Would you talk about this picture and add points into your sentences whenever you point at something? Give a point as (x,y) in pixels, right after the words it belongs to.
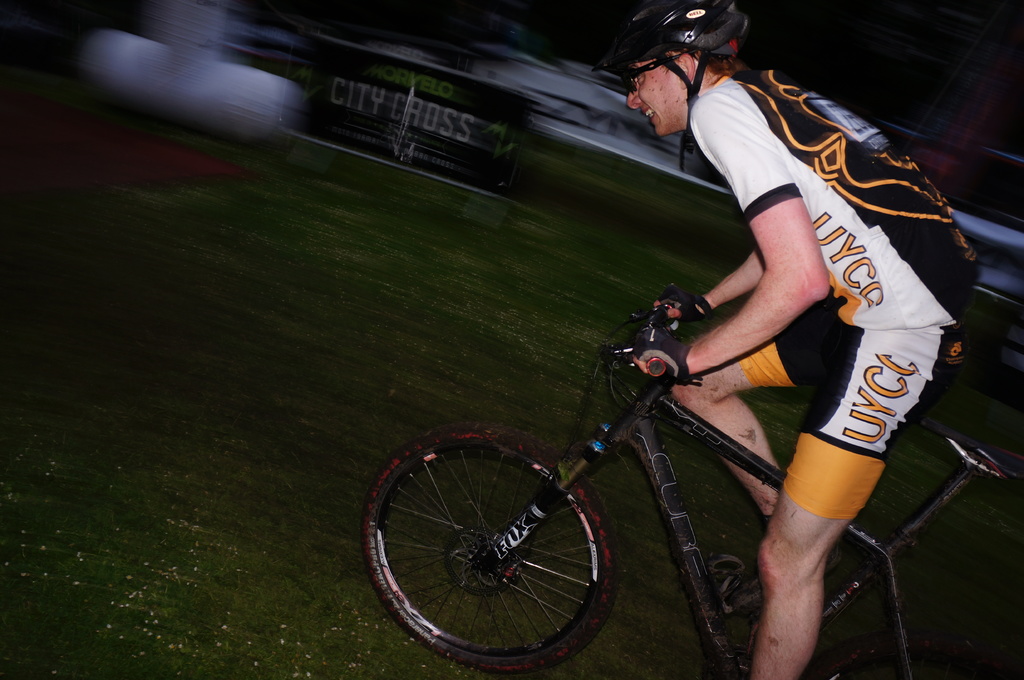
In this image we can see one man (691,108) with helmet (675,48) riding bicycle (622,420) on the ground (315,256), one board (376,104) with text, one white banner (1007,255) and some grass (96,336) on the ground (145,313).
